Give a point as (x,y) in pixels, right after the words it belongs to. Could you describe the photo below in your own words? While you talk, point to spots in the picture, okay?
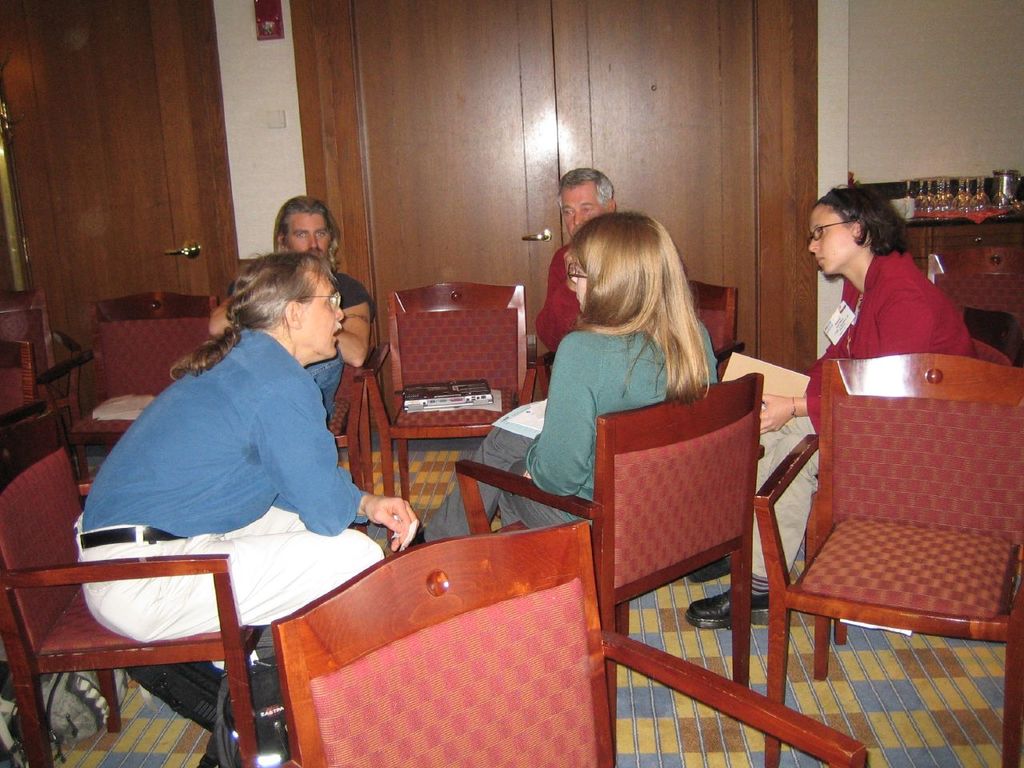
In this picture there are group of people (313,388) who are sitting in the chair (726,326). There are glasses (974,202) and jug (999,194) on the table (989,227). There is a door (199,177). There is an object (461,392) on the chair (490,358).
